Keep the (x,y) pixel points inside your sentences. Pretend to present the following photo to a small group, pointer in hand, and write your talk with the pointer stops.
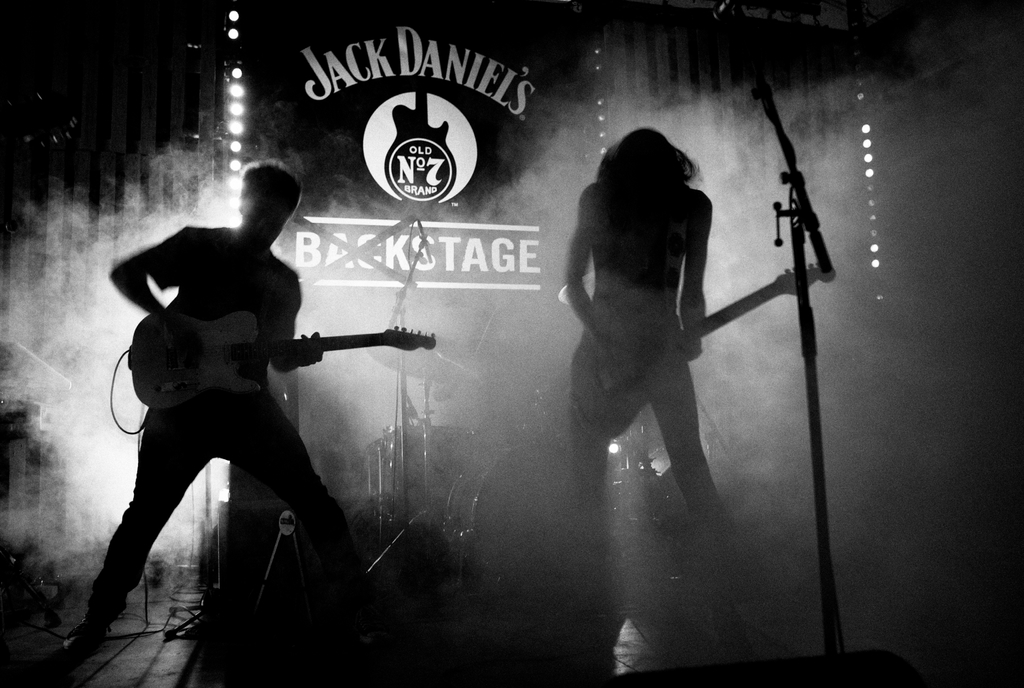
In this image I can see the two people (166,483) standing and playing the musical instruments (283,347). At the back (403,80) there is a banner (403,120), drum set (470,473) and the smoke (123,224).
